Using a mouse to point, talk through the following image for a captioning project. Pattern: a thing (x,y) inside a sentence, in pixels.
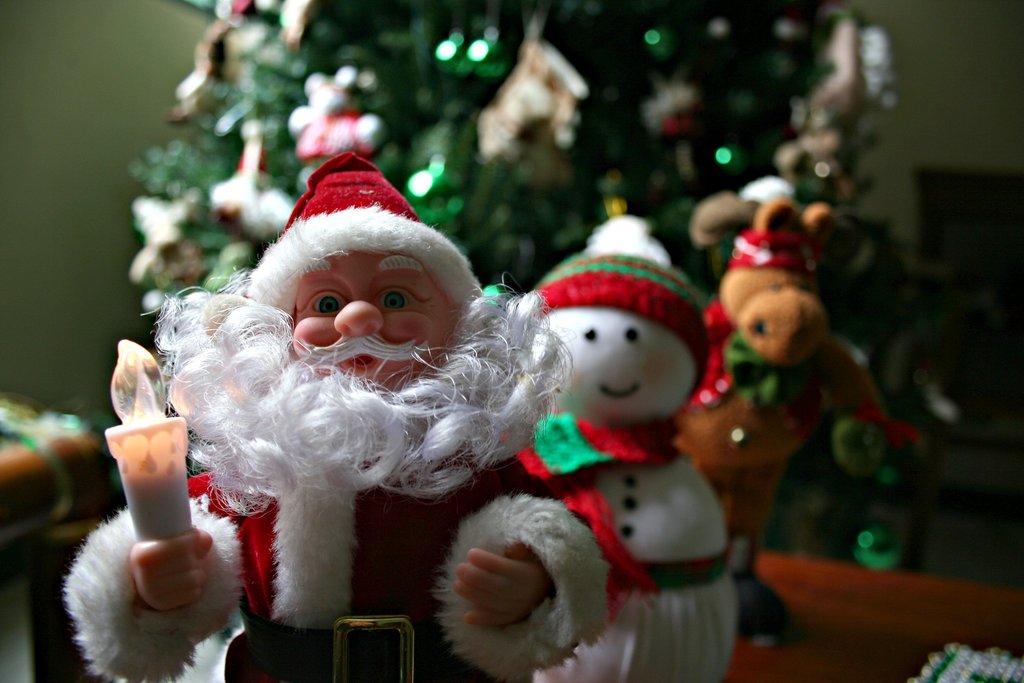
In this image there is santa claus (369,429), in the background (736,415) there are two toys (729,400) and a christmas tree (221,159).
